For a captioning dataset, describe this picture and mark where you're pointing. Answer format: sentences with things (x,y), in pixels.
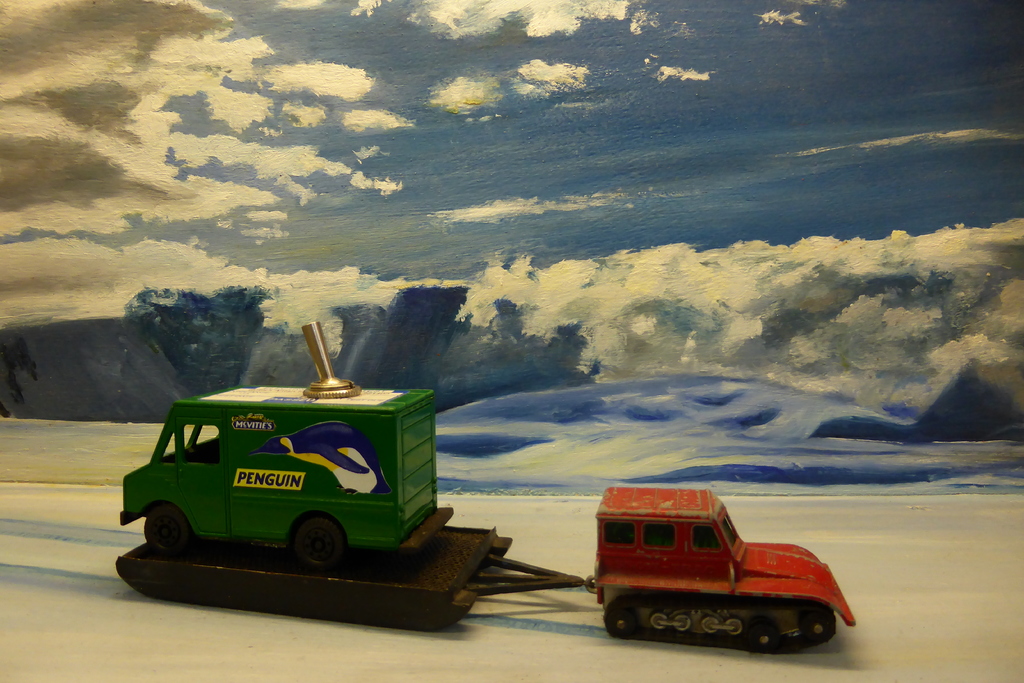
In this picture we can see 2 toys (286,601) kept in front of a painting (38,320) with blue sky (637,226) and mountains (791,396).
